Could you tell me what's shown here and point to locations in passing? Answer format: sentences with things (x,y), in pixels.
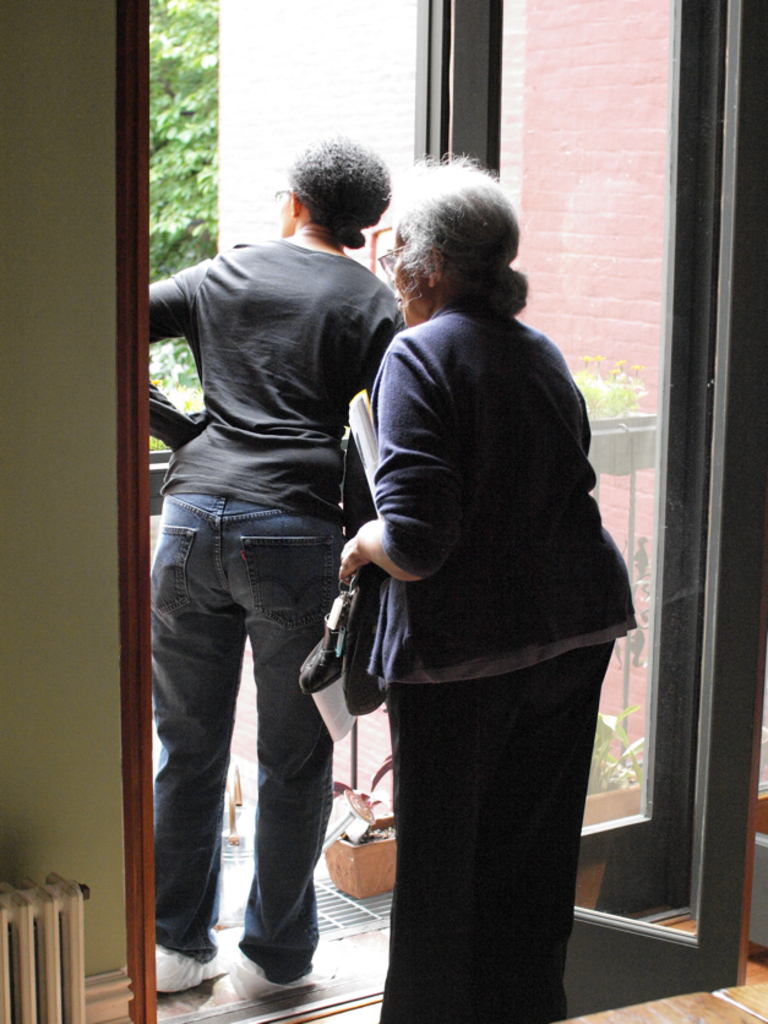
In this picture I can see couple of women (410,414) standing and I can see a building (503,73) and few plants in the pots (621,439) and looks like a tree (169,99) in the background (181,196).
